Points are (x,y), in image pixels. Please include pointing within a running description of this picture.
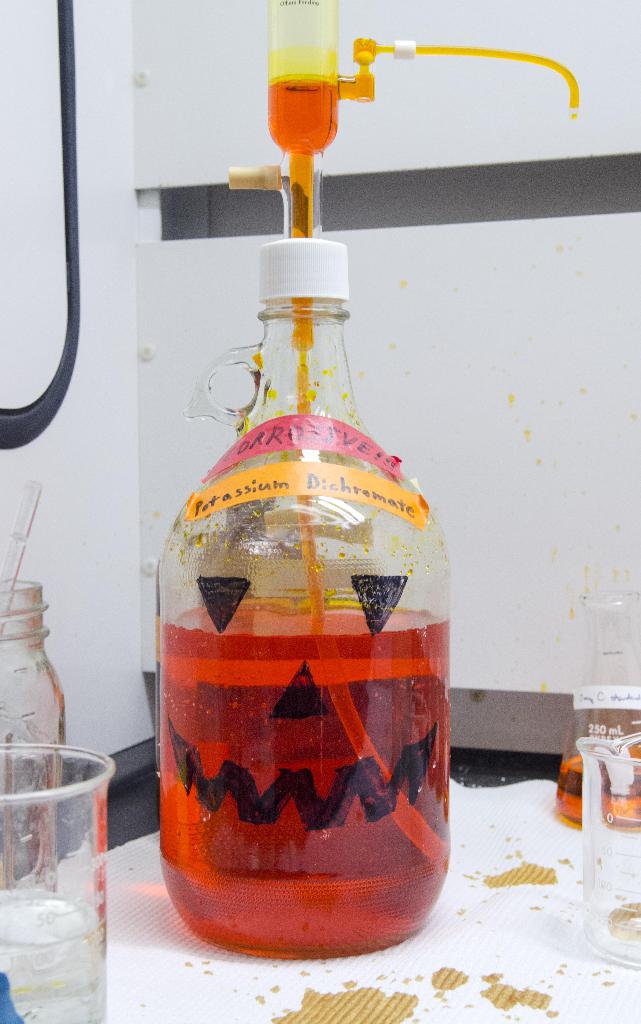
This picture is of inside. In the center (283,381) there is a bottle (312,632) containing a liquid (318,853), a jar (34,649), two beakers (73,910) placed on the top of the table (356,982). In the background (606,184) we can see the wall (468,264).
